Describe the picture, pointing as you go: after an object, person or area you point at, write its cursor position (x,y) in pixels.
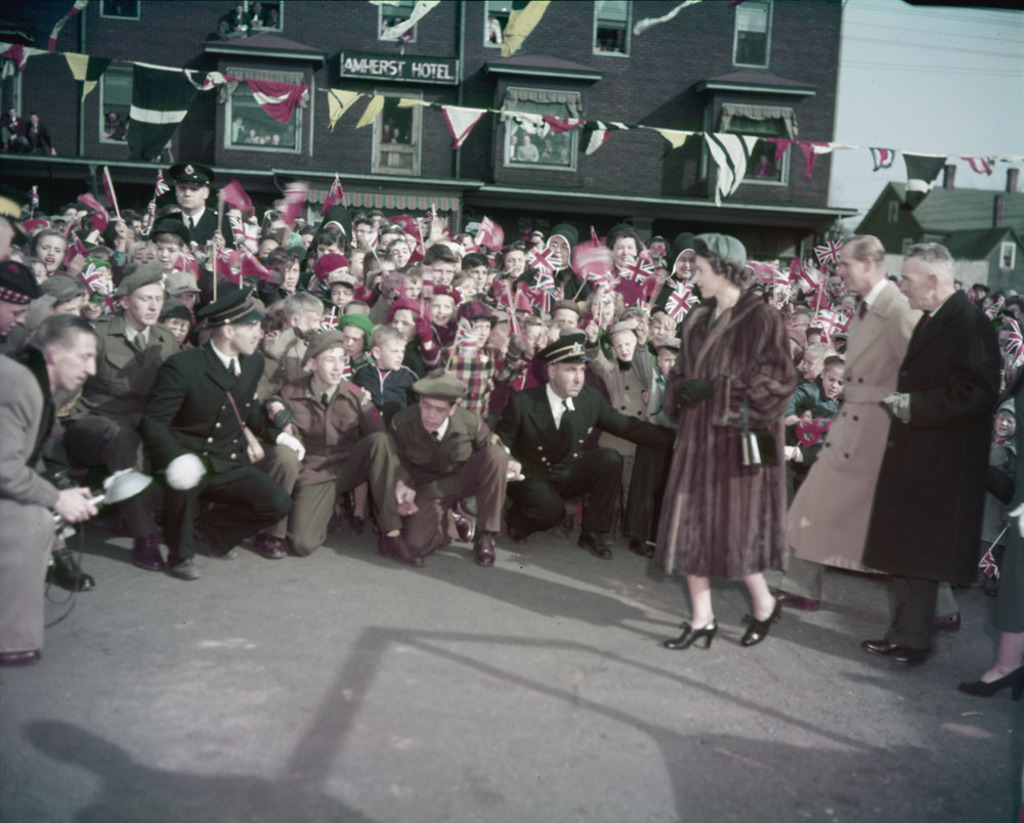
This image consists of so many persons (561,403) in the middle (440,395). There is a building (552,33) at the top (329,173). On the right side (725,317) there are some people (666,485) who are walking.
